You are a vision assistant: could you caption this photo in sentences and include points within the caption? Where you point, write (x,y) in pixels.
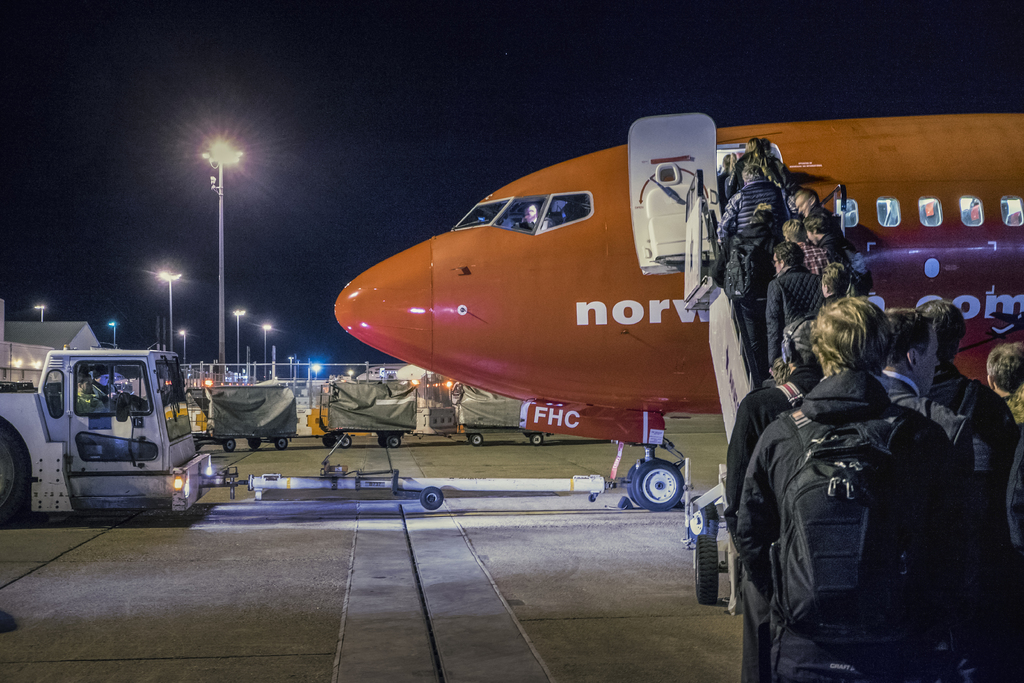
In this image I can see few people (756,339) are standing on the stairs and few people (852,327) are wearing bags (811,532). Back I can see few vehicles (183,430), light poles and an aircraft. Background (473,31) is in black color.
